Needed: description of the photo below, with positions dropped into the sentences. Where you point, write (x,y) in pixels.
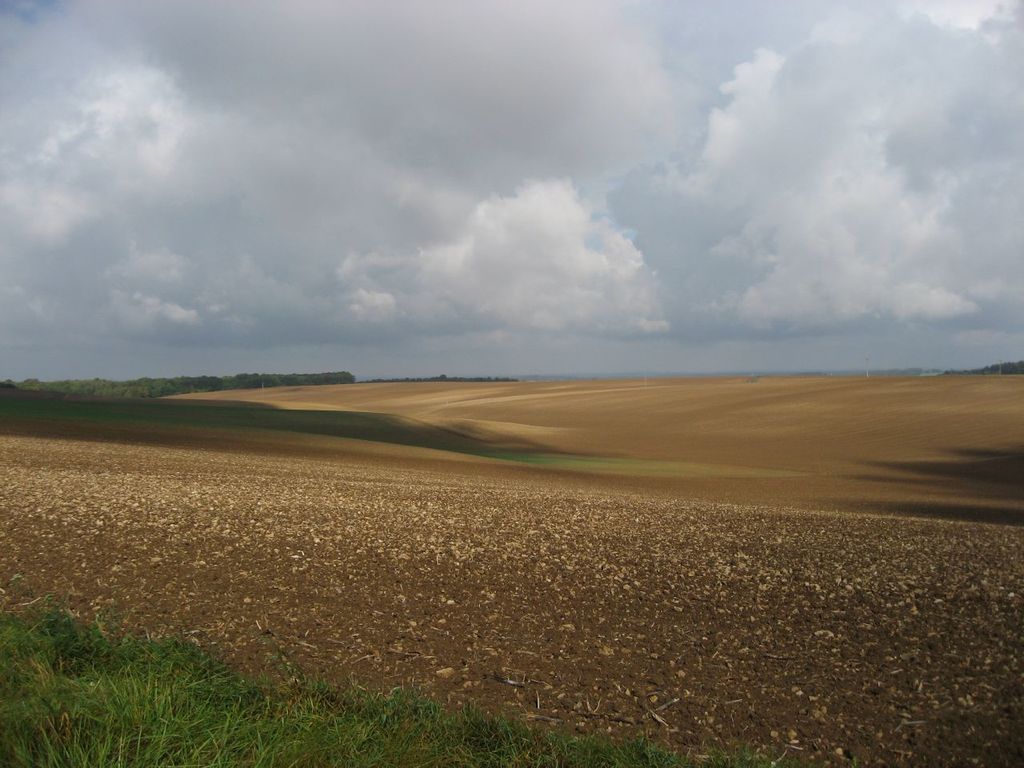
In the background (256,158) we can see the clouds (583,161) in the sky (525,162). In this picture poles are visible and we can see the trees (32,392). At the bottom portion of the picture (581,686) we can see the ground (403,570) and the green grass (323,727).
